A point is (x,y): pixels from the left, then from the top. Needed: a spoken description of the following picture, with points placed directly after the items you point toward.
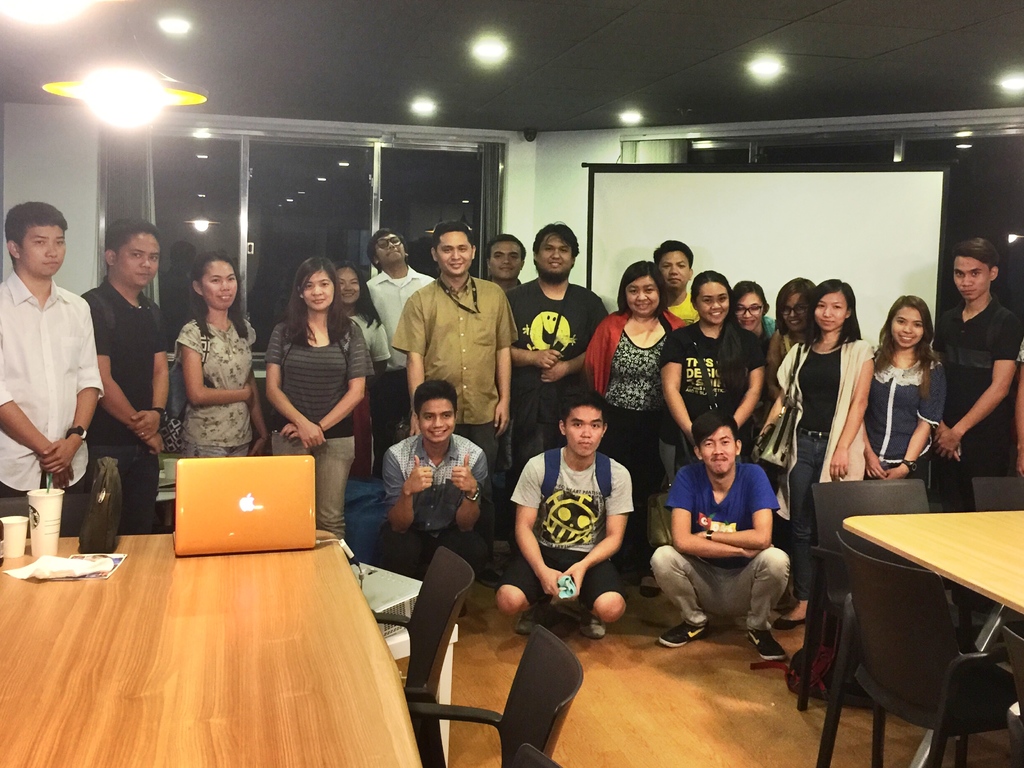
In this picture there are several people (471,354) standing in front of a white screen projector (753,237). There are two tables (264,621) on the either side of the image. In the background (490,221) there are glass windows (417,204) and lights (1012,84) attached.
